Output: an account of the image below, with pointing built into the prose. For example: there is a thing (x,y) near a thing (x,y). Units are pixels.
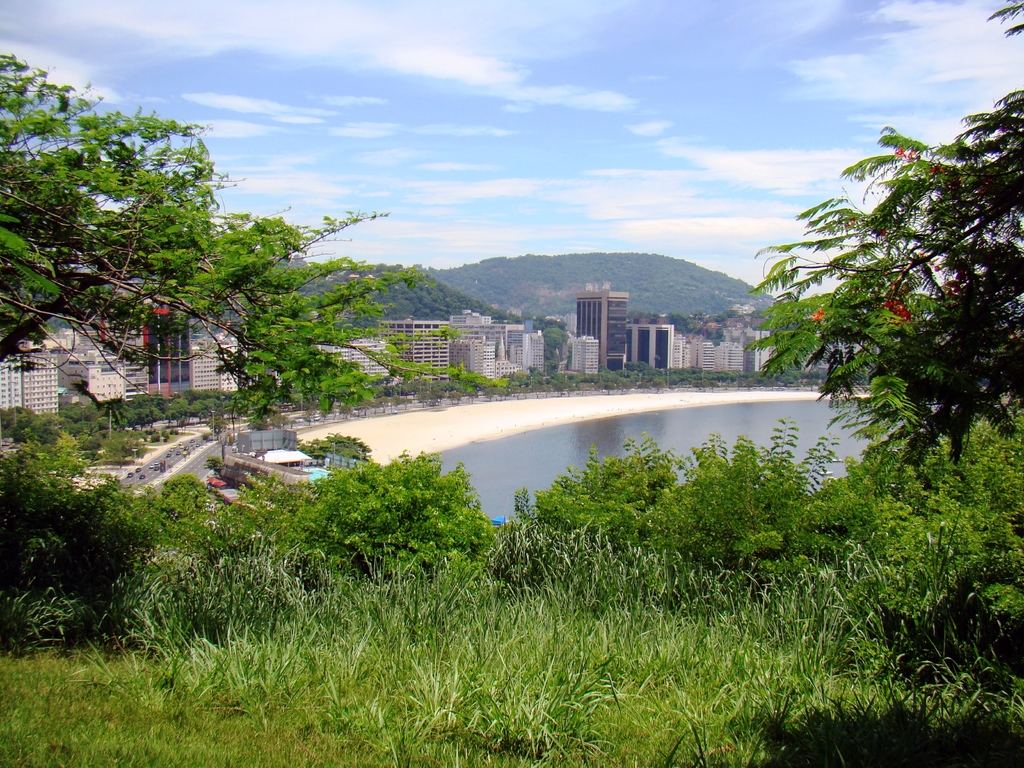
In this picture we can see grass (356,571), few trees (406,475) and vehicles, in the background (545,482) we can see water (568,446), few buildings (481,355), hills (461,263) and clouds (513,217).
